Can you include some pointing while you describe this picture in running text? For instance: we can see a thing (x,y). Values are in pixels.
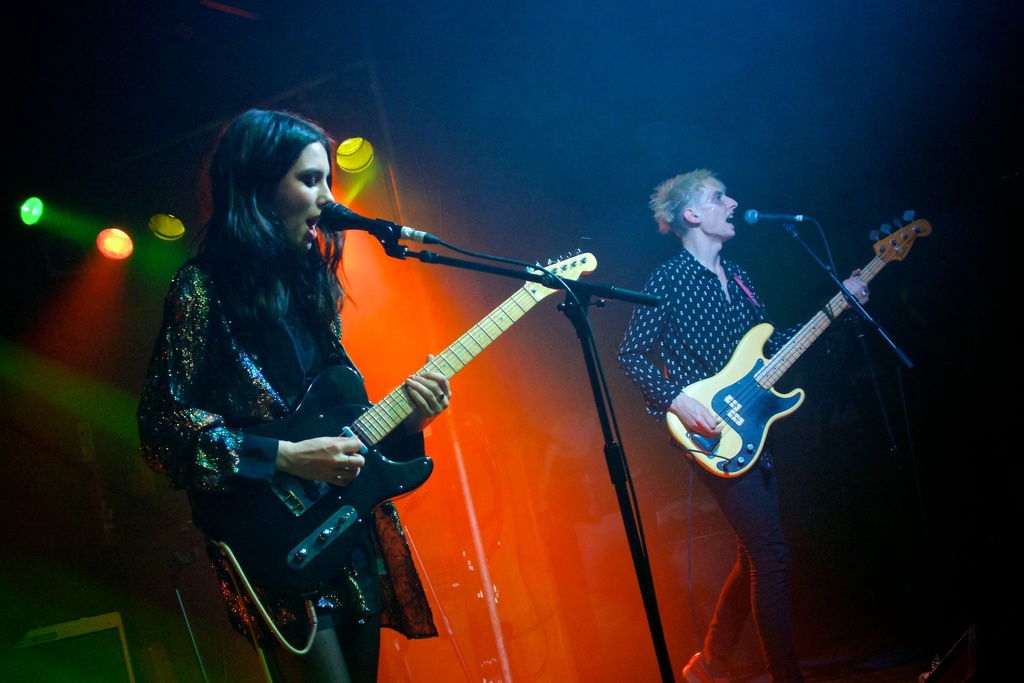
2 people (281,354) are standing and singing. They are playing guitar (382,500) and there are microphones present in front of them. There are lights (359,148) at the back (30,215).
